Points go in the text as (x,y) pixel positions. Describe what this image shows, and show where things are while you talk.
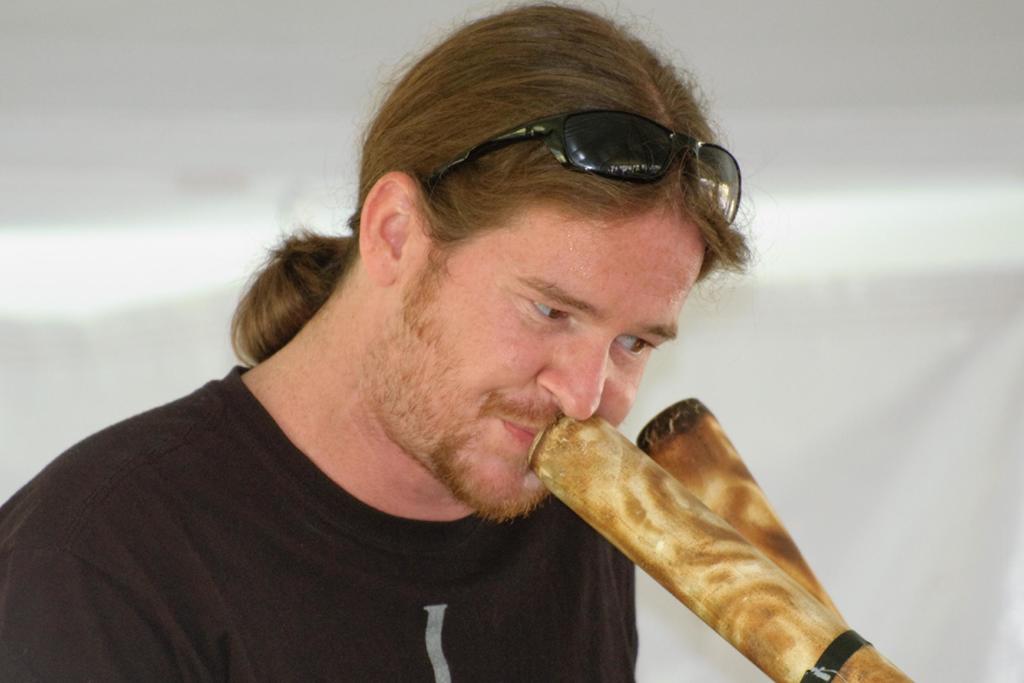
In this picture we can see a man (492,572), there are two bamboo sticks (707,517) in front of him, he wore goggles (647,167), there is a blurry background (831,422).
